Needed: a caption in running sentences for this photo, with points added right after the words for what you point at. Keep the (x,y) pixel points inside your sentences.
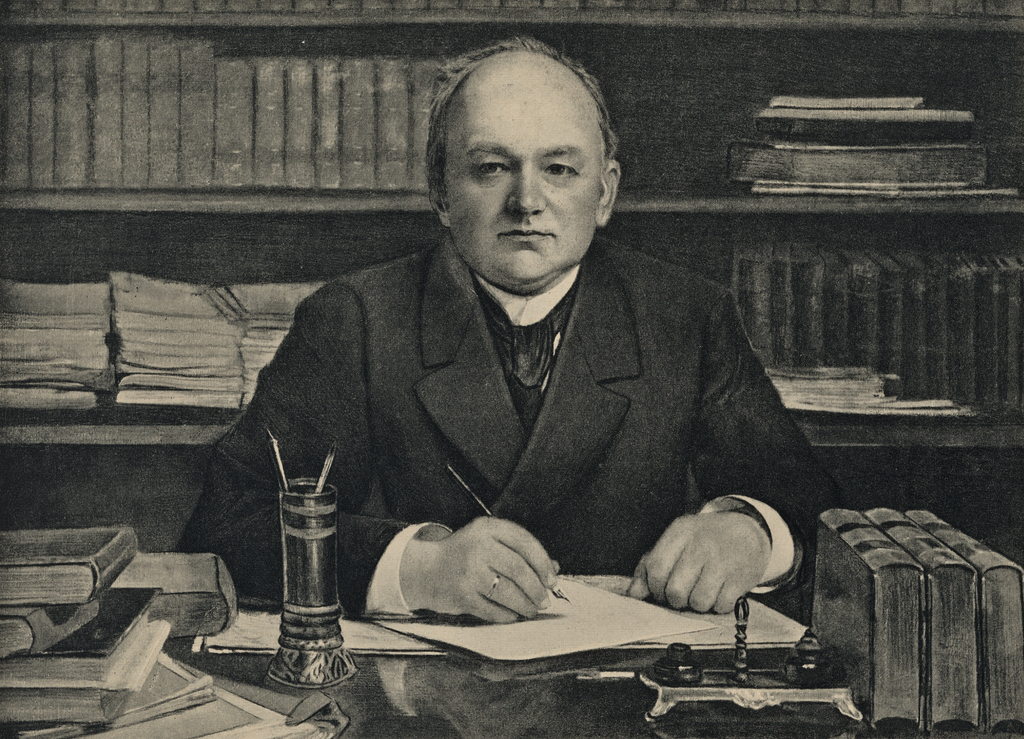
In this image I can see the person (504,483) is sitting and holding the pen (489,513). In front (101,641) I can see few books (113,634), papers (450,650) and few objects (696,693) on the table (551,697). In the background (41,250) I can see the book rack (738,192).
